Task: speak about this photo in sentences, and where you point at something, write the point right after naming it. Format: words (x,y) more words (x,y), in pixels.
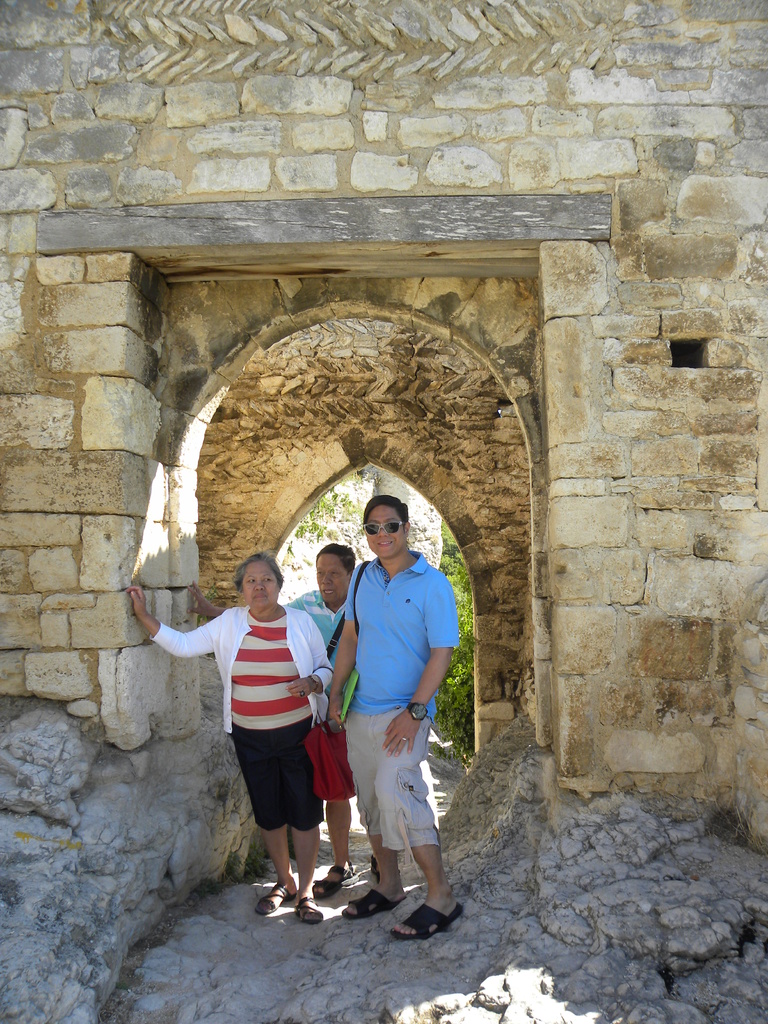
In this image we can see a group of people (340,652) standing on the ground (472,888). In the background (495,649), we can see stone wall (581,424), arches (537,628), group of trees (453,583).
